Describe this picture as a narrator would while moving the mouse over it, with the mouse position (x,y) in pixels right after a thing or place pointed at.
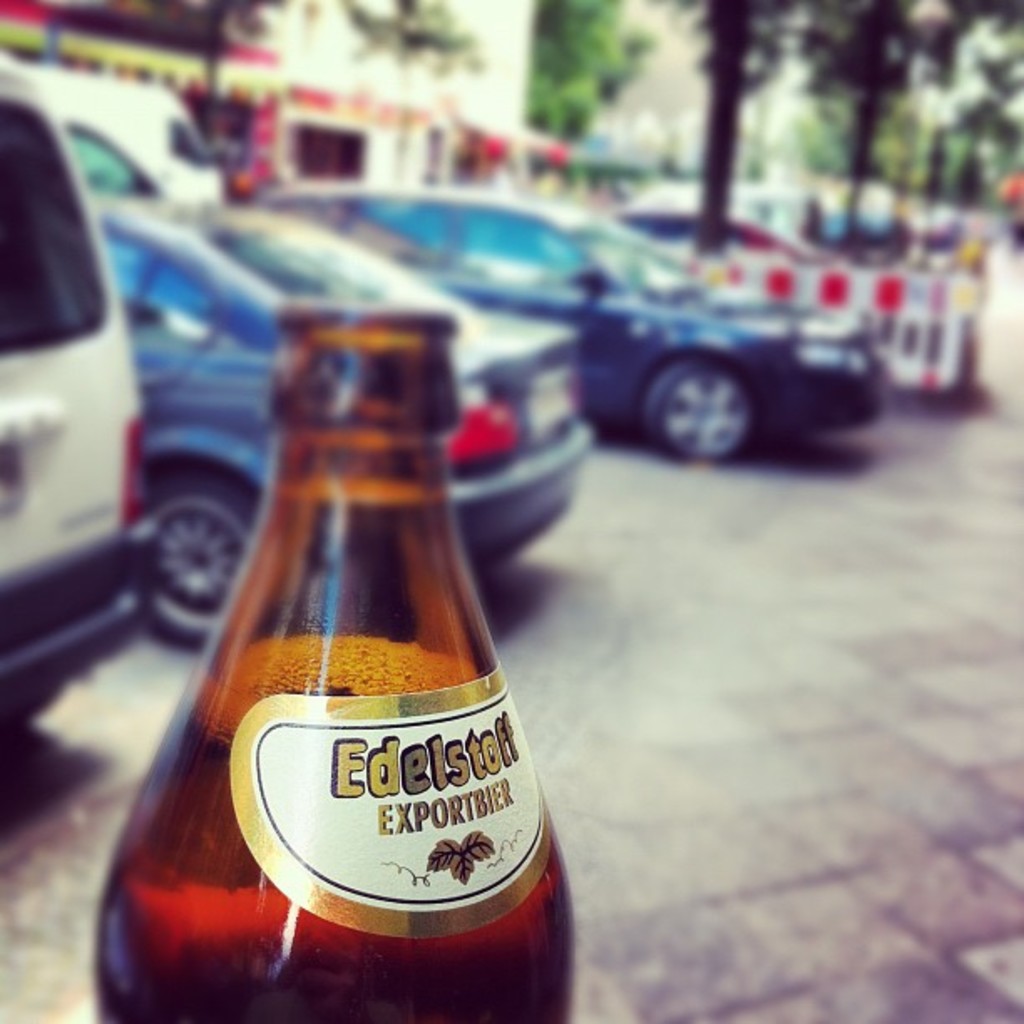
There is a bottle (379,777) with a drink (375,658) inside it and there behind the bottle (335,441) there is parking (198,331) for cars (174,320). There are several cars (222,293) in the parking (494,265). There is a tree (729,194) beside one of the car (672,333). Behind the cars (337,255) there are some buildings (277,95). The picture is blurred in the background (372,134).
